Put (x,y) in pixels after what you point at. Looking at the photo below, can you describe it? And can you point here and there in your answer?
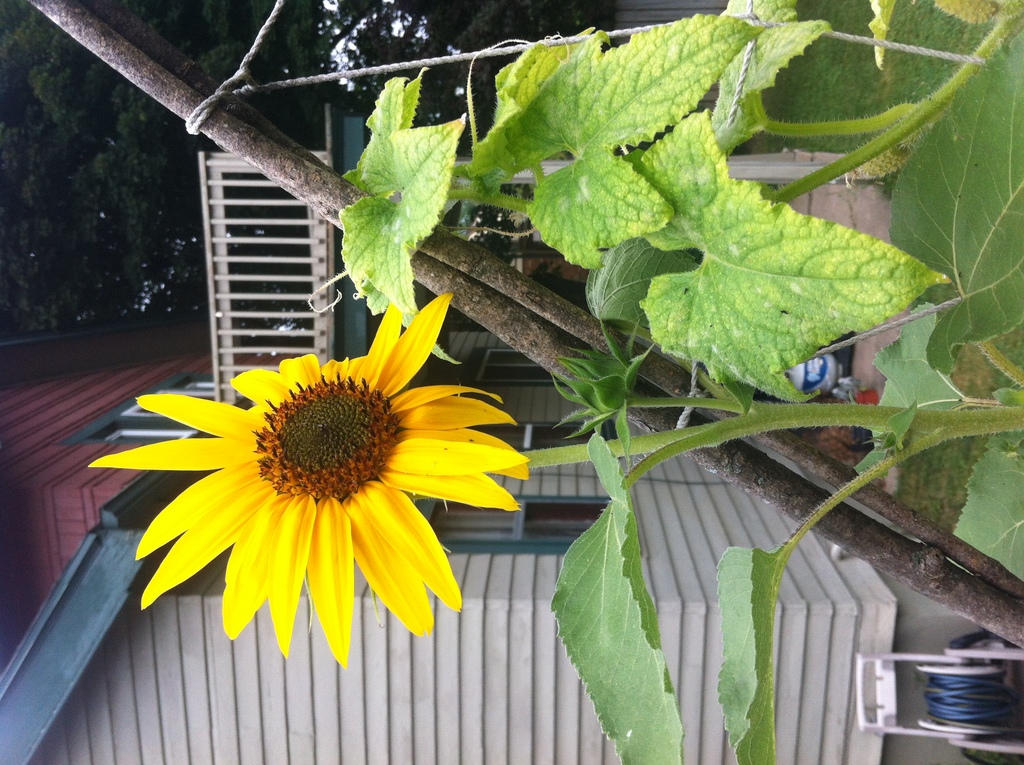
In this image we can see plants (619,114), building (563,288), trees (165,110) and sky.
